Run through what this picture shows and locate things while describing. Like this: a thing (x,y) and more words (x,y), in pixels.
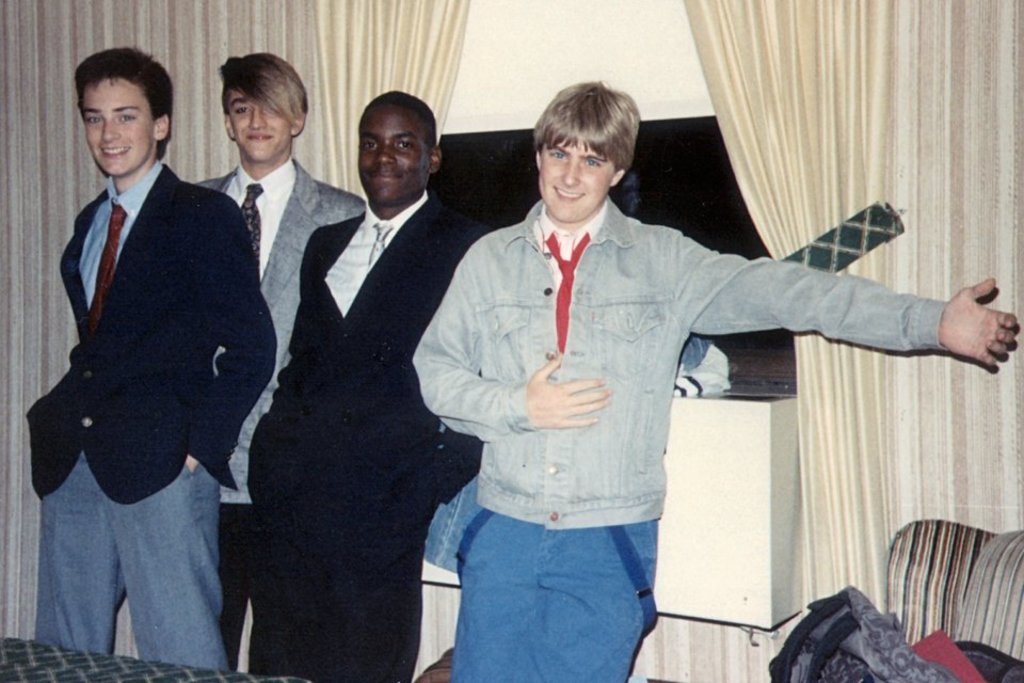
In this image I can see some people (402,395). In the background (457,54), I can see the wall (928,103) and the curtains (807,103).
